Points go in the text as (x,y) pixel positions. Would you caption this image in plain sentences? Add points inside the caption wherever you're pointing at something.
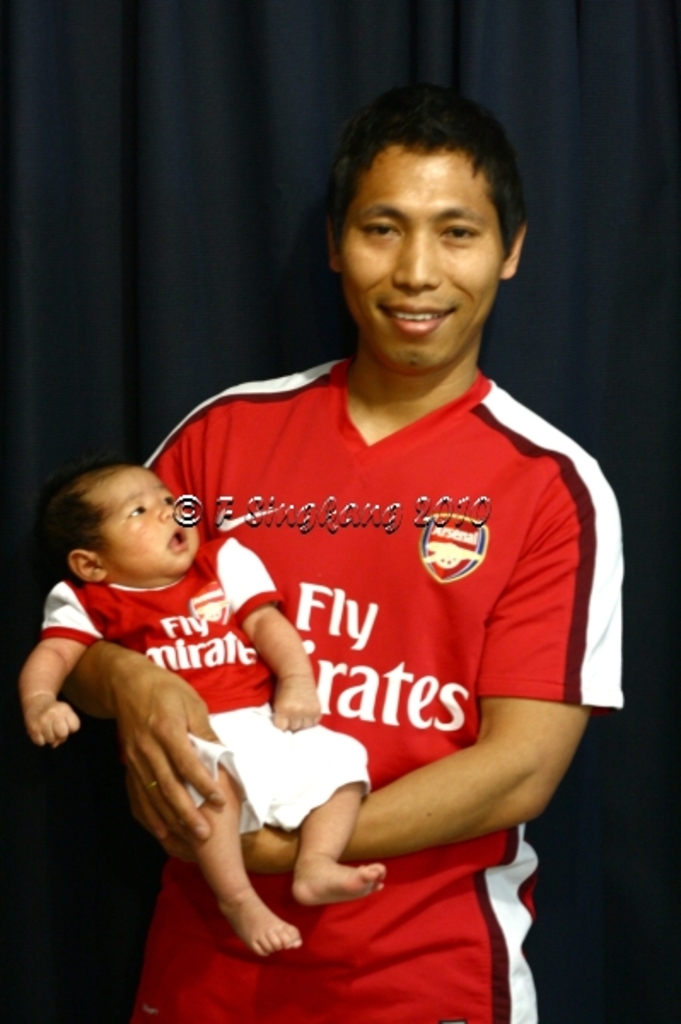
In this image we can see a person (370,553) standing carrying a baby (232,777). On the backside (171,343) we can see a curtain (174,317). In the center of the image (333,497) we can see some text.
